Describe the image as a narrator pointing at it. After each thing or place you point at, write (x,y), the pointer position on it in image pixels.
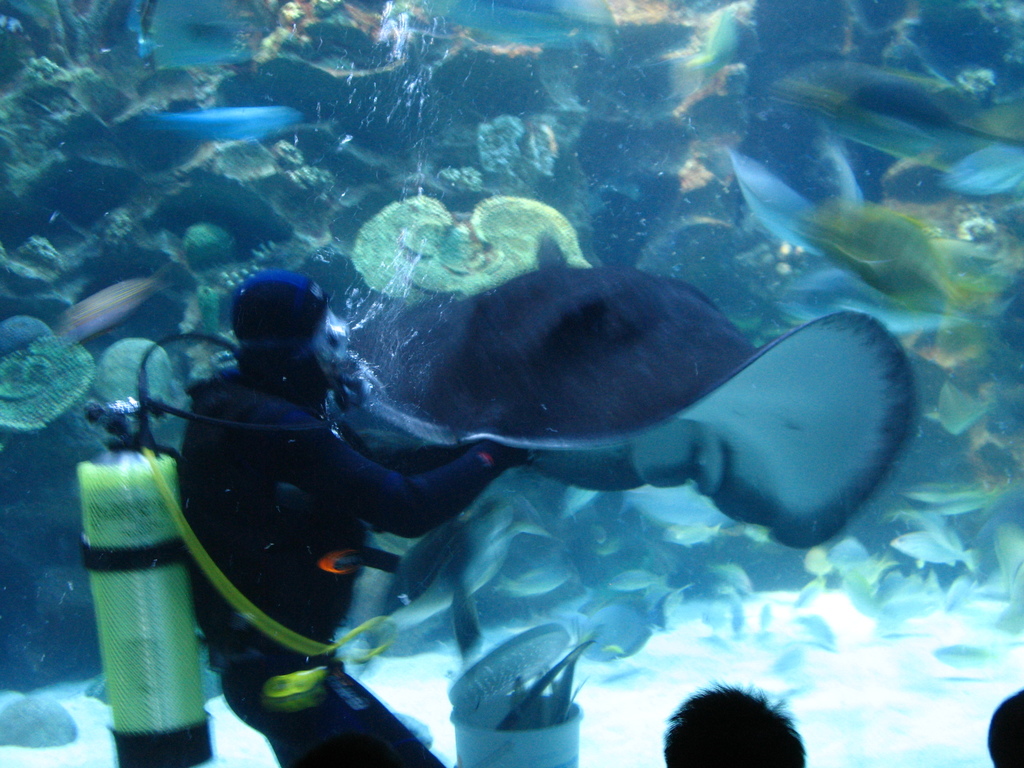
In this image we can see a person (269,565) wearing a swimsuit (261,515) and there is a fish (450,348) in water (163,137) and there are other water animals (191,63). At the bottom of the image (719,696) there are two people (1002,760).
